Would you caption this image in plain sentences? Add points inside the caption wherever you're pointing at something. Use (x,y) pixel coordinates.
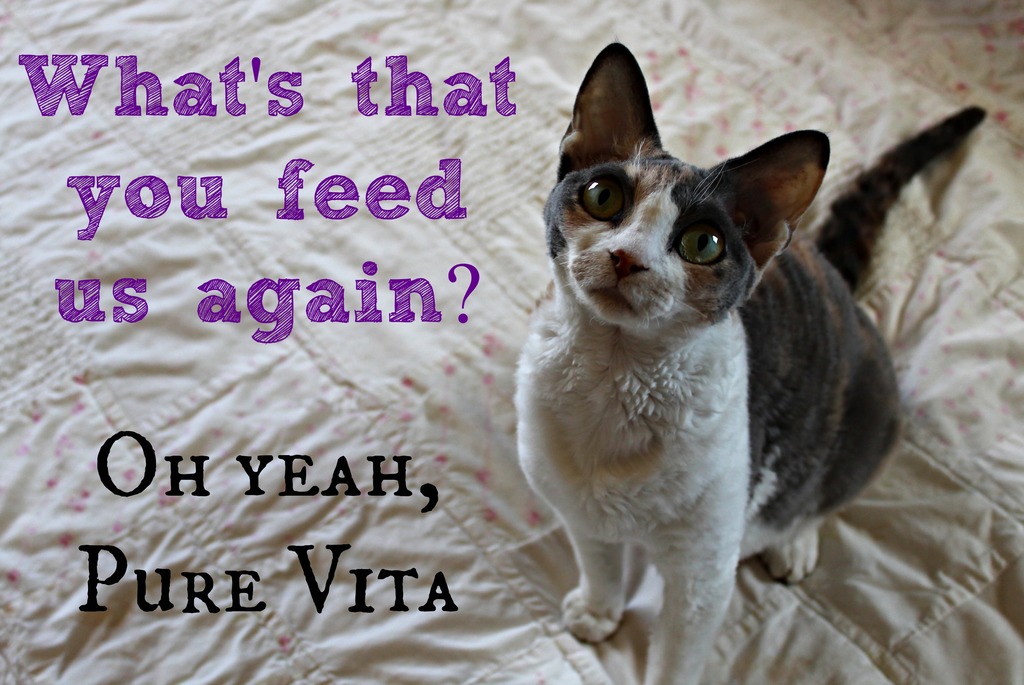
In this image, on the right side (849,394), we can see a cat (839,409), on the left side (330,490), we can see some text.
